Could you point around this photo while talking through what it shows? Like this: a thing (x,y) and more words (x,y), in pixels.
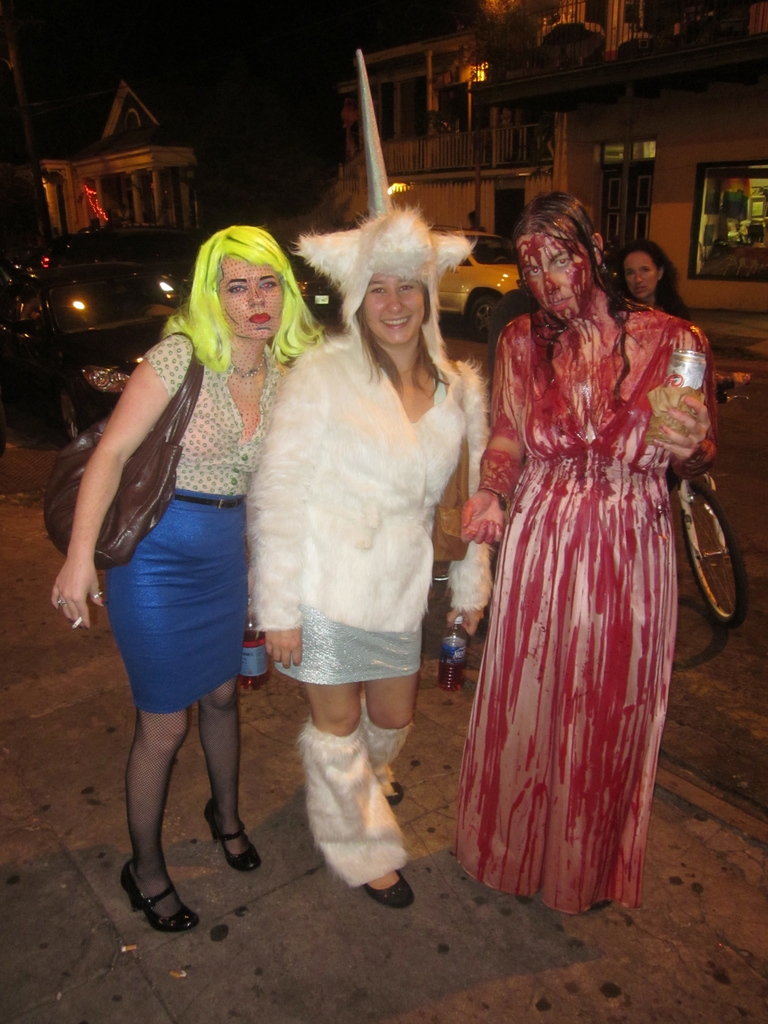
In this image, there are a few people (555,559). We can see some vehicles (460,272), houses (86,155). We can see the ground (737,685), a bicycle (689,490), a pole (5,10).
